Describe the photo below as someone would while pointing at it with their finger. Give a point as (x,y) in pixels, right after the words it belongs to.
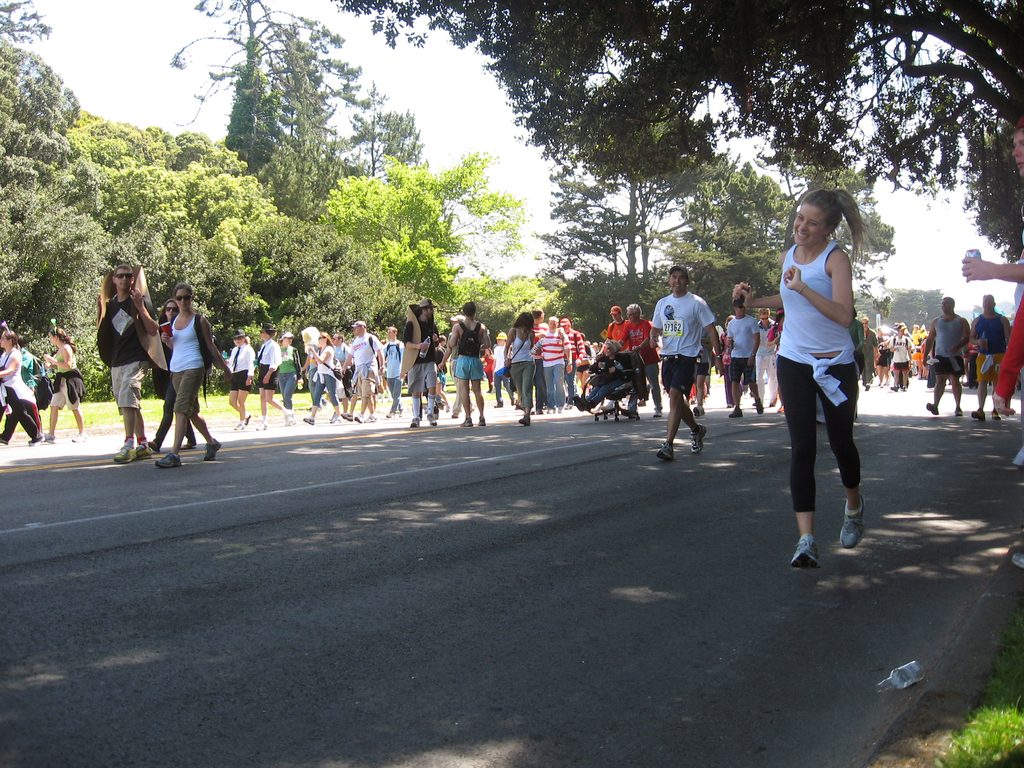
In this image we a few people (765,362) walking on the road (313,457), a person (594,379) is sitting on the chair (627,361), one person (969,273) is holding a soda can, another person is holding a sheet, there is a bottle (902,671) on the road (889,666), also we can see the trees (244,80), grass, and the sky (230,104).
